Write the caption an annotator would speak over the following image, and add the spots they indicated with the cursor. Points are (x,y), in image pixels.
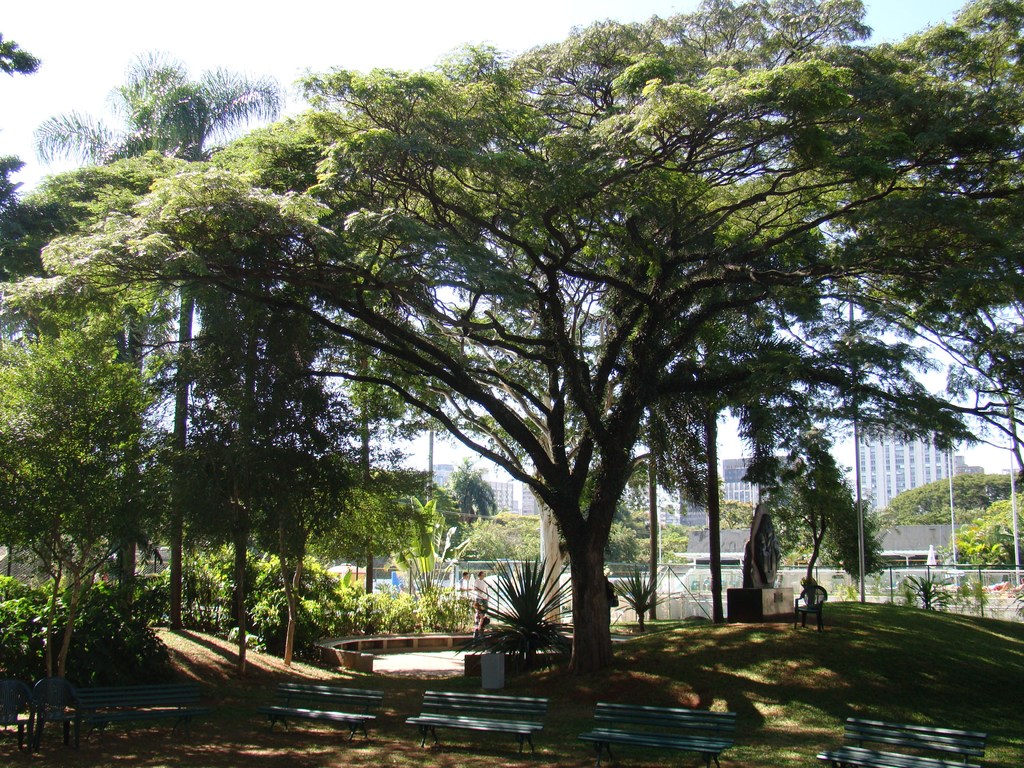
In this picture we can see benches (359,707) at the bottom (674,743), there are some trees (478,376), plants (964,591), grass (915,639) and fencing (964,565) in the middle (413,418), in the background (690,506) there are some buildings (957,472) and poles (1013,485), we can see the sky (409,33) at the top of the picture (352,39).
